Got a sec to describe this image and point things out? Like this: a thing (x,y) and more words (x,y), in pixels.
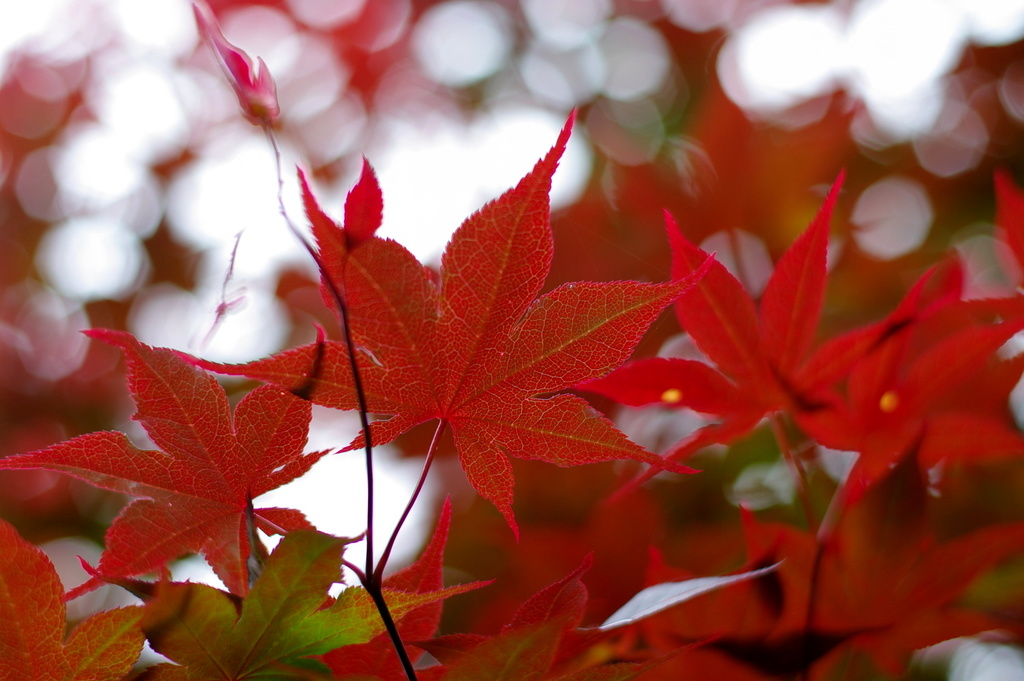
In this image we can see a group of leaves (475,463) of a tree (496,484).
